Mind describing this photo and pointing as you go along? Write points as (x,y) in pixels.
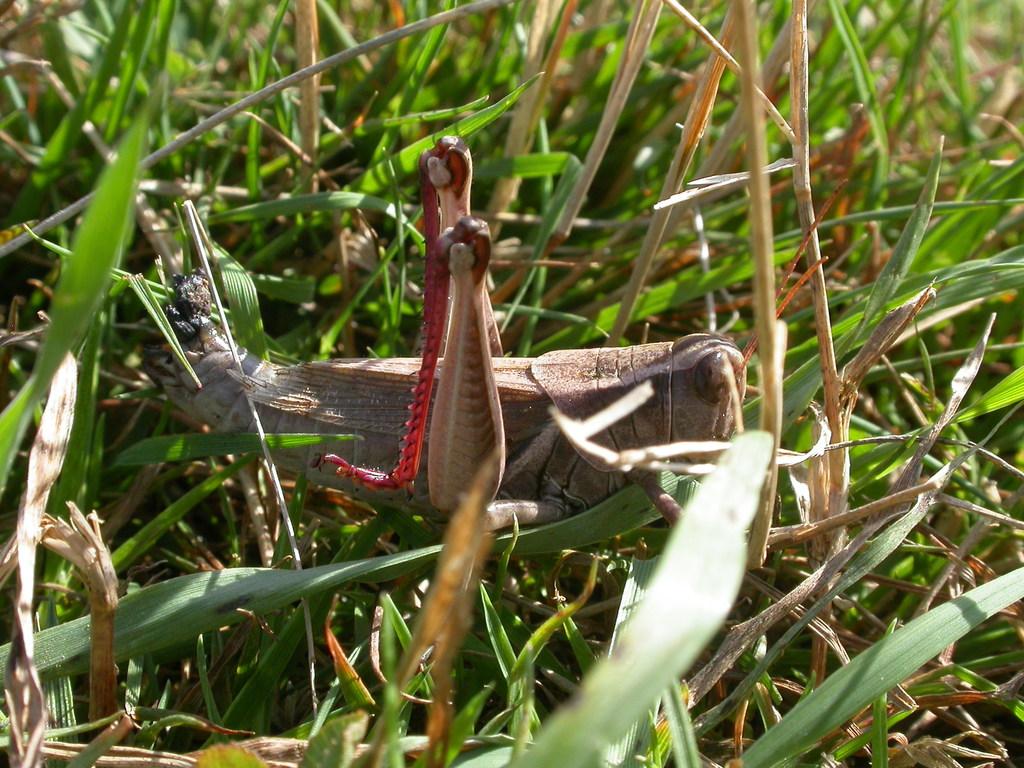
In this image there are insects (424,456) and there are plants (535,171).
